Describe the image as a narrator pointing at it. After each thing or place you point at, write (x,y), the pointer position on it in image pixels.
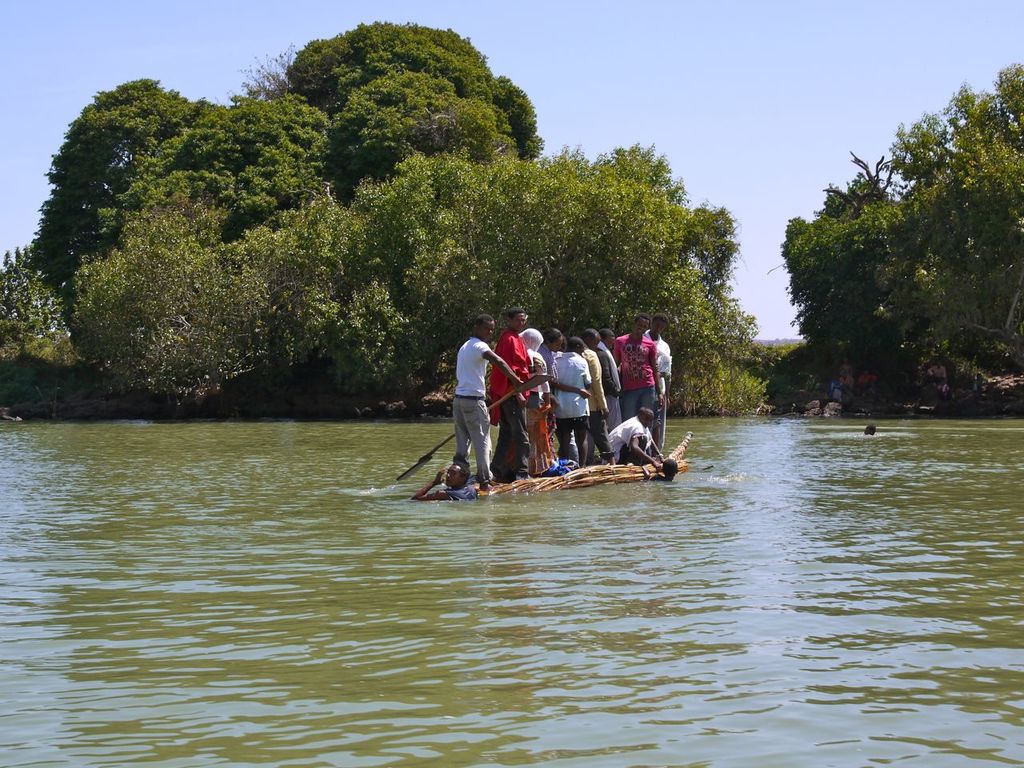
In this picture people (659,463) are travelling on the boat (610,473) made up of bamboo sticks (632,473) towards the shore (765,410), where there are so many trees (615,262) are present and at the end of the water (901,420) there are some people (938,374) sitting and standing and three people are swimming in the river (548,497).
